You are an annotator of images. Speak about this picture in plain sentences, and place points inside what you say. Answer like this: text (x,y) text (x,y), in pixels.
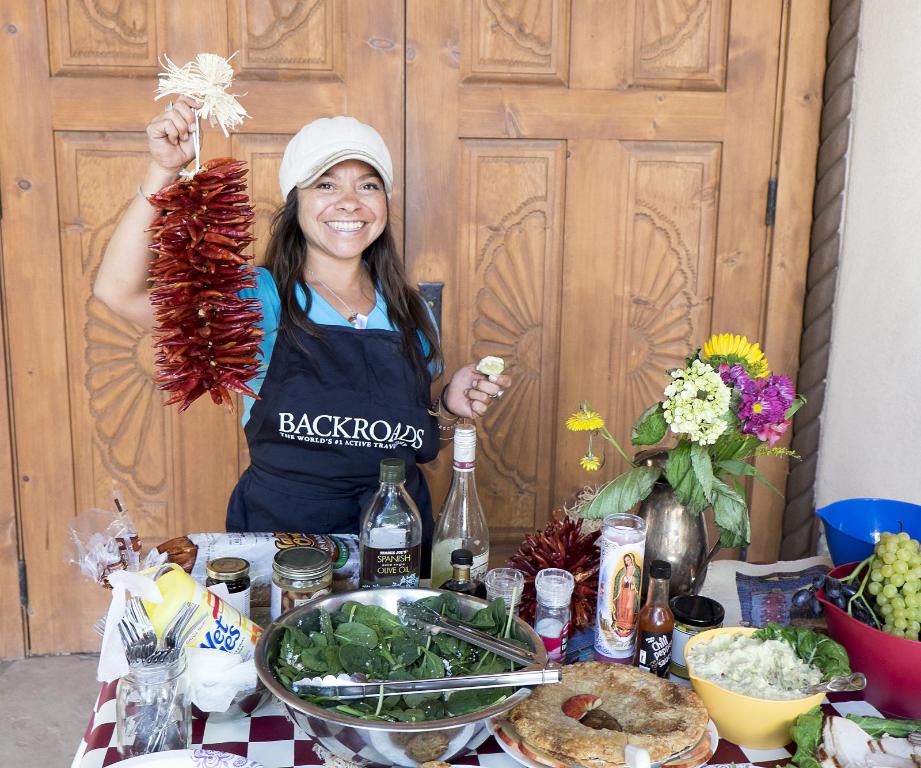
In this picture there is a lady (377,148) at the center of the image (311,391) who is holding the red chilli (246,245) in her hand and there is a table (295,730) in front of the lady (352,513), there are some other items (777,628) on the table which contains vegetables (337,653), fruits (871,595), juices (418,539), and spoons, there is a big door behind the lady (362,140) in the image.
